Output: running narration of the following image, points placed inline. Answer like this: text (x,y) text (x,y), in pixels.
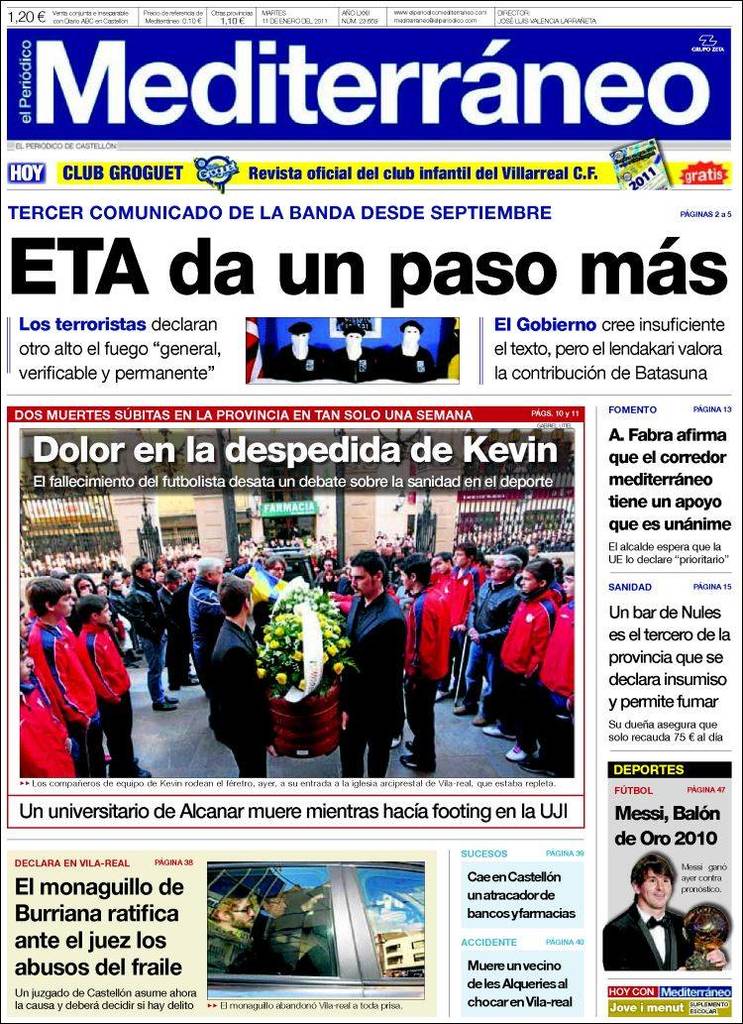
This is an edited image in which there is some text (683,647) and there are images (236,641) of the person (199,620).
